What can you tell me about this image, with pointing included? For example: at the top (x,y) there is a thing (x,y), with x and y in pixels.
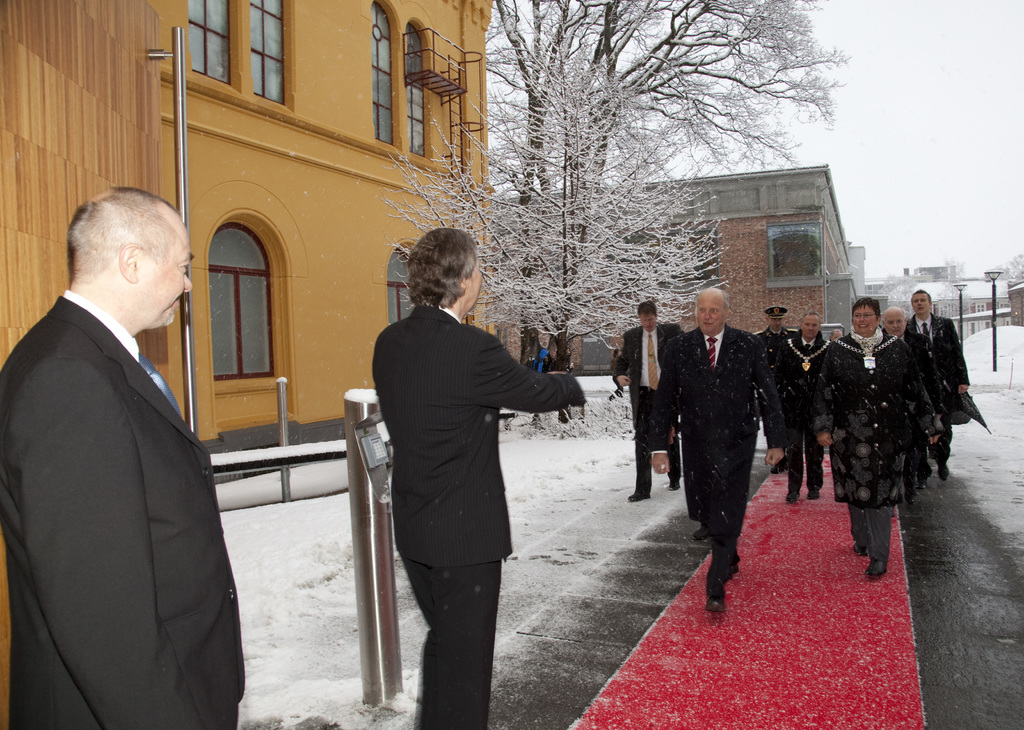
In this image, we can see a group of people (49,618). Few (702,462) are standing and walking. Here a person (877,391) is smiling. Background (975,258) we can see houses (932,288), building (211,250), door (76,131), handle (185,141), windows (412,97), trees (606,286), poles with lights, rods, snow (316,450) and sky (977,130). On the right side of the image (809,592), we can see a red carpet (793,642).
